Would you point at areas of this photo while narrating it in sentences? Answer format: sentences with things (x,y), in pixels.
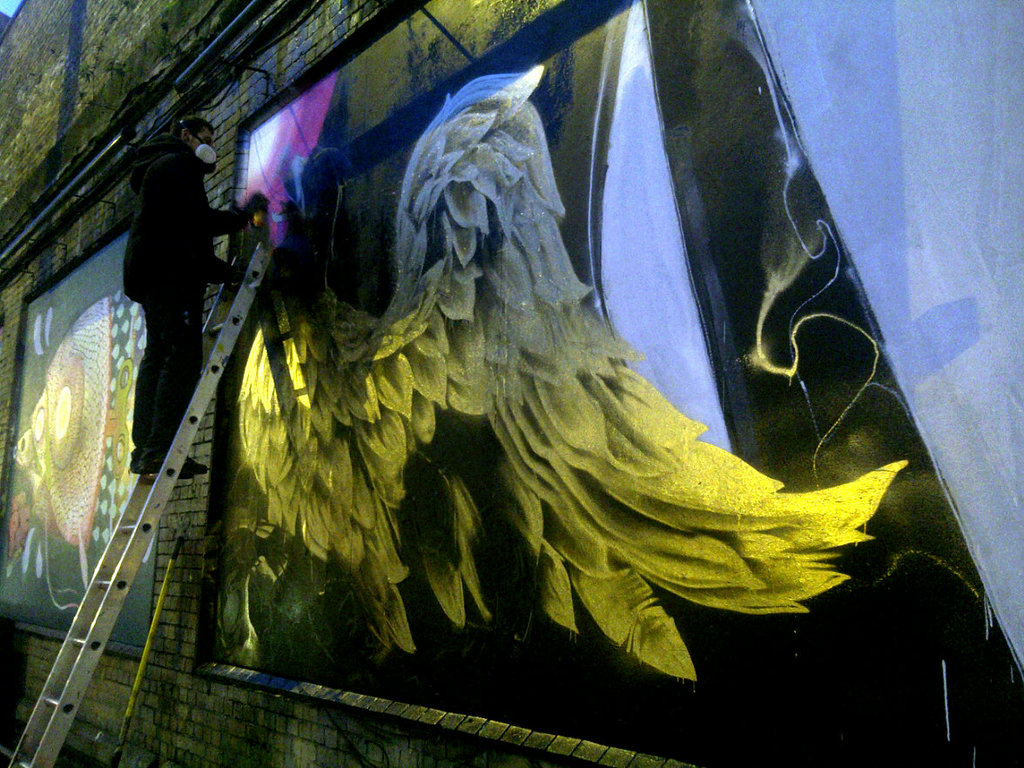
In this image I can see a ladder (151,514), on the ladder (130,568) I can see a person (144,385) standing and his wearing a black color shirt (172,229) and wearing a mask (212,155) and in the middle (391,288) I can see a wall (434,509), on the wall (498,339) I can see a colorful painting (584,337) and I can see a stick (128,710) visible at the bottom (116,758) in front of the wall (212,685).
